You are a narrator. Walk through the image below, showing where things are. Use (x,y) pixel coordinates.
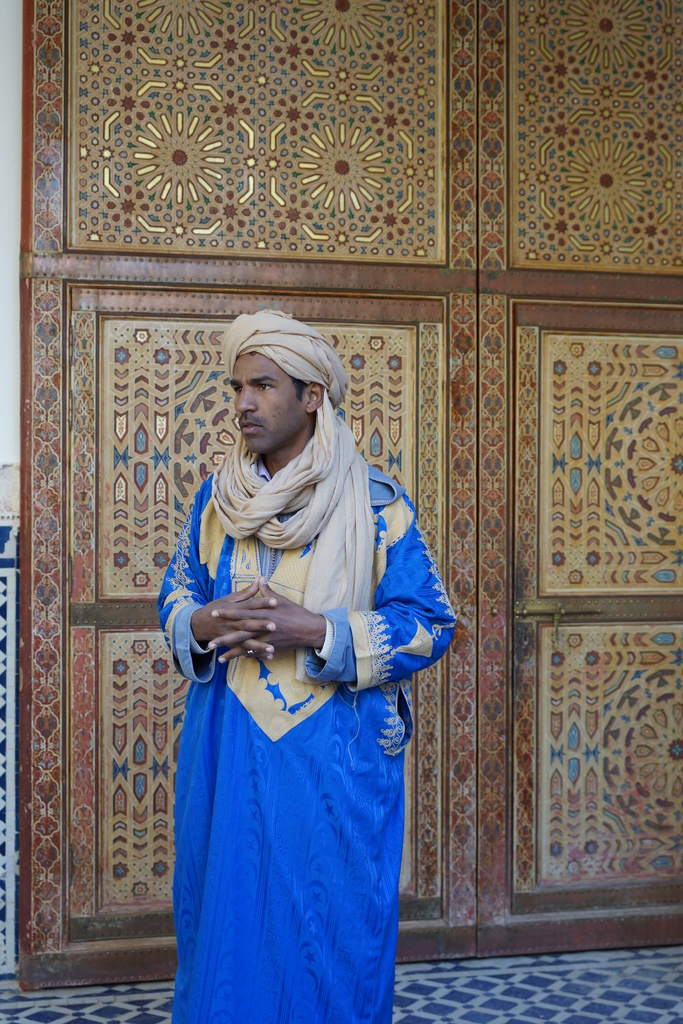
In this image we can see a person (288,586) standing and wearing a blue color dress (291,739), the background (118,854) it looks like the wall (408,86).
